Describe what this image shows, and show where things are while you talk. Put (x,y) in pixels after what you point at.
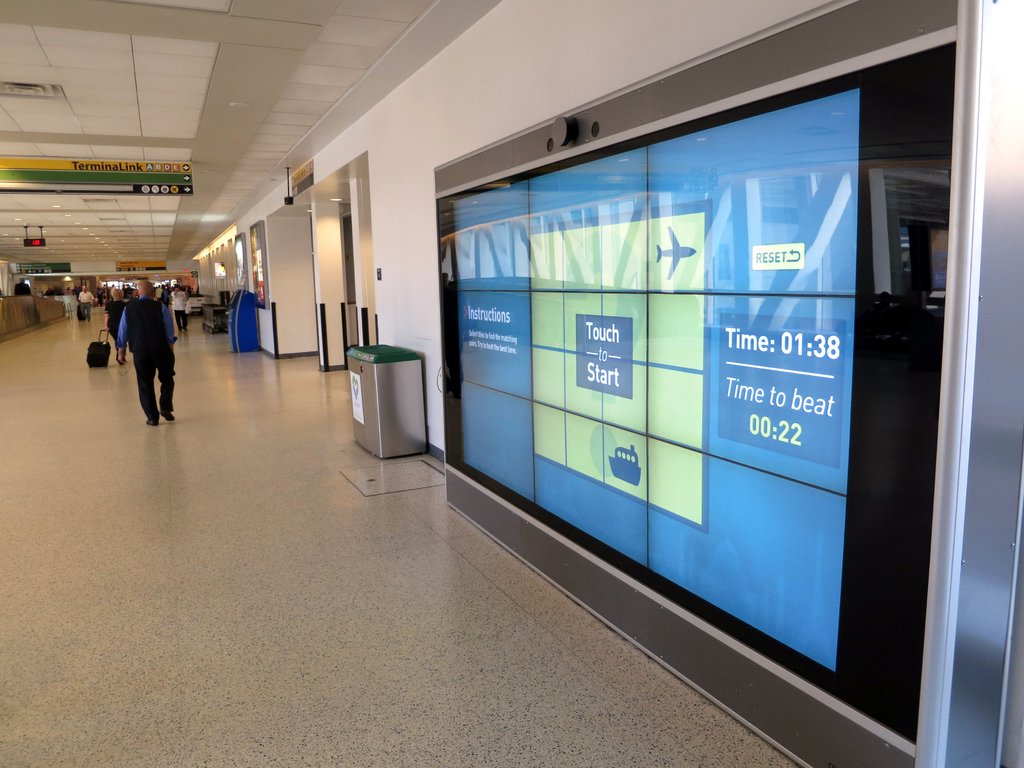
In this image we can see a few people (118,342), some of them are holding bags (100,355), there are dustbins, there is a screen (761,372) with text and images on it, there are boards (263,283) with text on them, also we can see the wall (285,226), roof (174,209), there are lights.
